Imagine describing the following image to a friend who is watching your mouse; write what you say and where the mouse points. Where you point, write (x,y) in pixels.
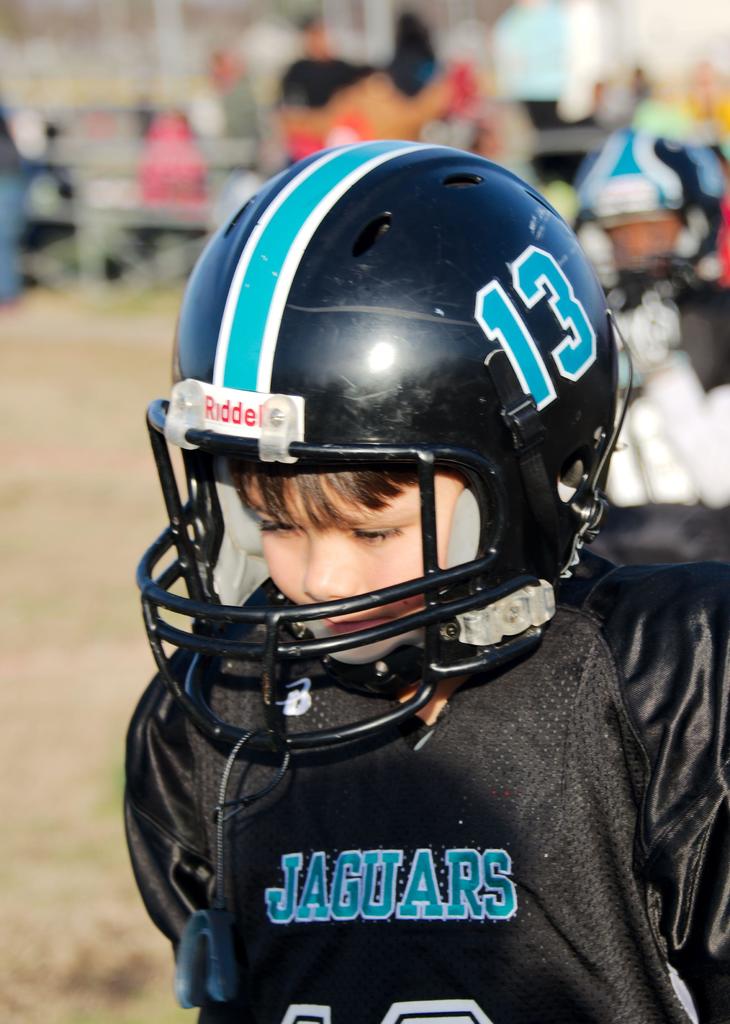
In this image I can see a boy (436,750) in black colour dress (468,764). I can see he is wearing a helmet (460,324) and I can see something is written at few places. In the background (286,78) I can see few people (460,95) and I can see this image is little bit blurry from background (597,50).
